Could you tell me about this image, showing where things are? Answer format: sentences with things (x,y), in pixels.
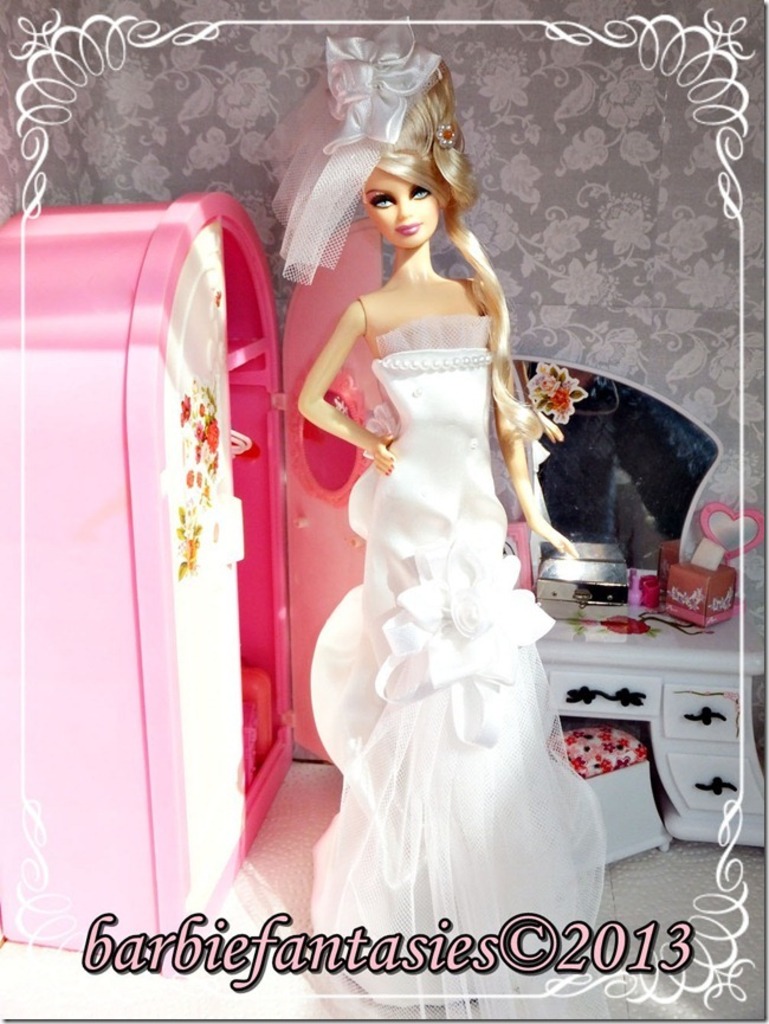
In this picture, we can see some toys (424,448) like doll (430,743), table (627,708) with mirror (548,417), and some pink color objects (214,464), and the wall (211,126), and some text (603,923) on the bottom side of the picture (329,971).
